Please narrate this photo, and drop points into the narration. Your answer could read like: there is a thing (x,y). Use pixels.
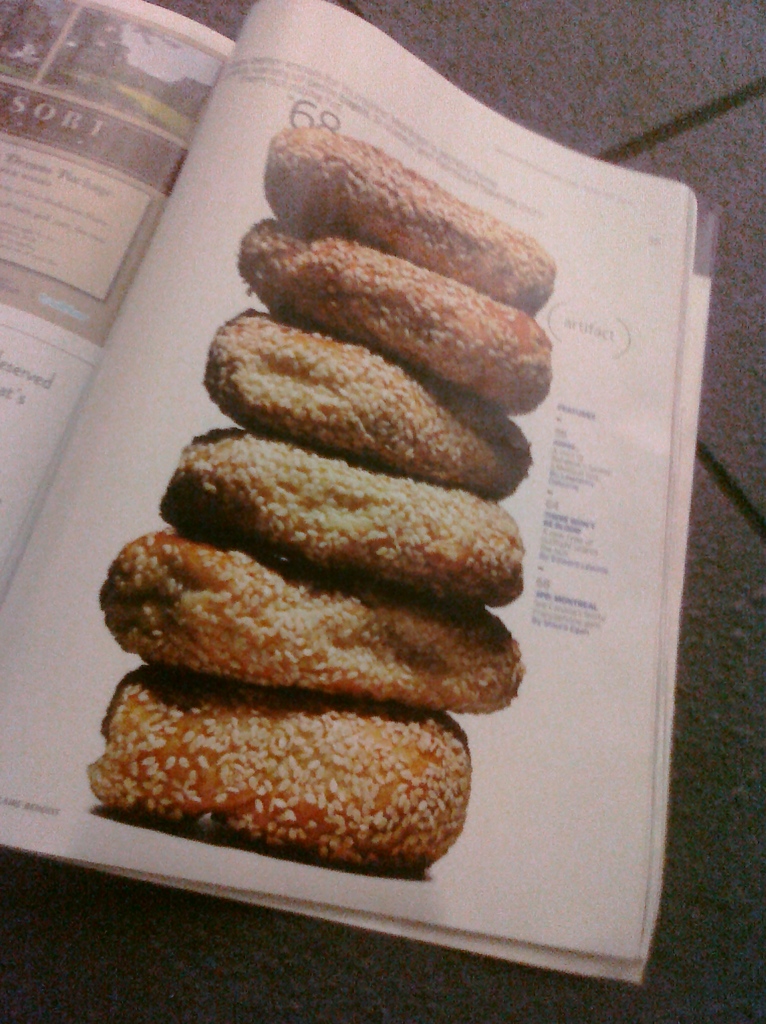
In this image we can see a book (158,589) on the floor (605,126), there are images (297,418) and text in the book (315,503).
